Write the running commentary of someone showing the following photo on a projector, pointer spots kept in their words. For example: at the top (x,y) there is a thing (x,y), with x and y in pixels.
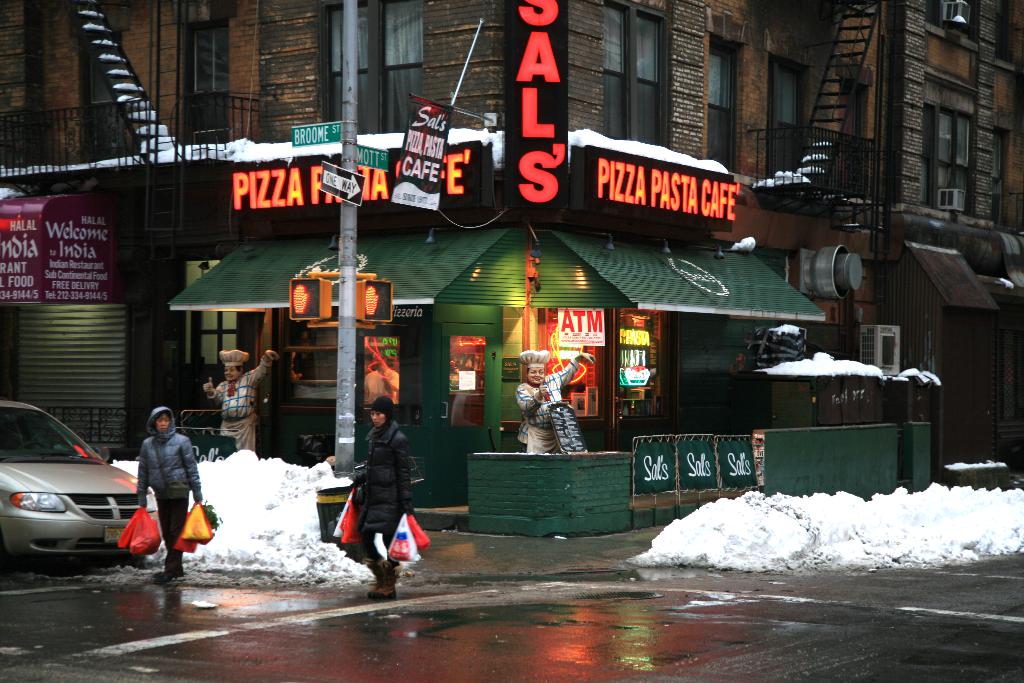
In this picture there are two persons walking on the road (413,570) and holding the covers (416,515). On the left side of the image (28,447) there is a vehicle (1,444) on the road (292,642). At the back (495,243) there is a building (321,365) and there are boards (308,170) on the building (384,339) and statues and there are staircases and there are railings (56,160) at the balconies (800,173). At the bottom (739,574) there is a road (500,608) and there is snow (810,528) and there is a pole (344,280) on the footpath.
